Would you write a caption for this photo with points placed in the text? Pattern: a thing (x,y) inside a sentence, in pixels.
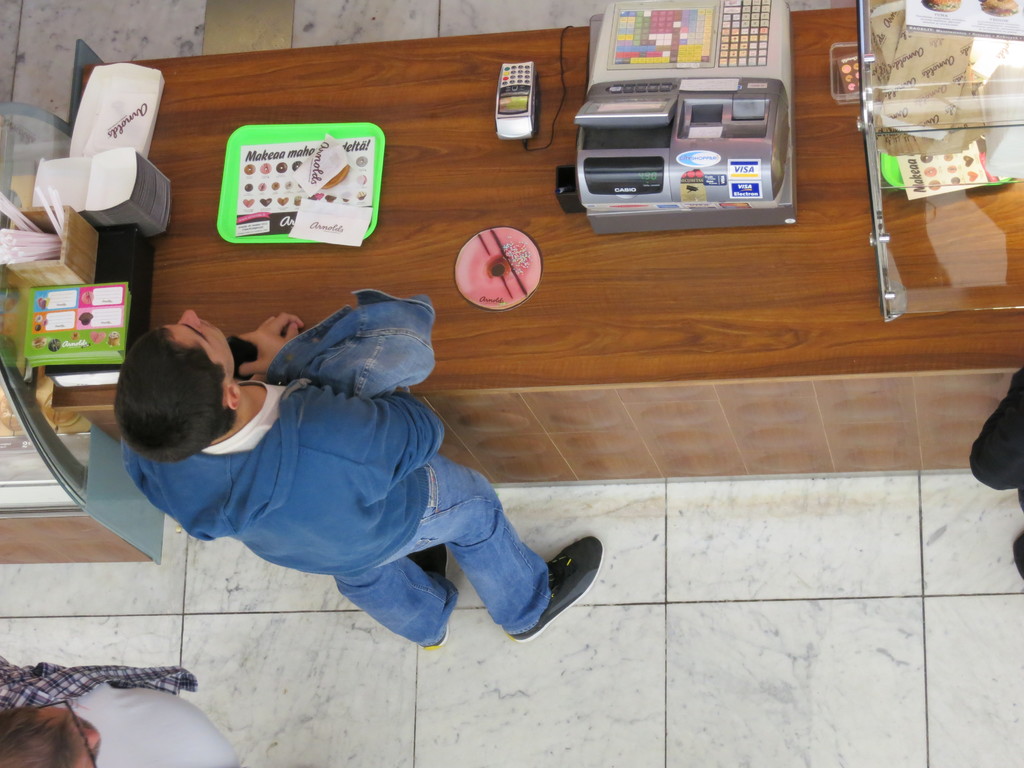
In this image on the left side (248,445) there is one person (309,470) standing, and there is a table (195,140). On the table (400,230) there is a tray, plate (510,232) and some machine (737,128), glass box (993,90), and some object (521,86). And on the left side of the image (33,287) there are some straws (38,247), box (78,276), book (60,340) and some other objects (76,181), and there is a glass board (35,486). And at the bottom of the image (102,733) there is another person (139,732), and on the right side (985,466) there is another person (997,442). At the bottom of the image (603,662) there is floor (624,605).
